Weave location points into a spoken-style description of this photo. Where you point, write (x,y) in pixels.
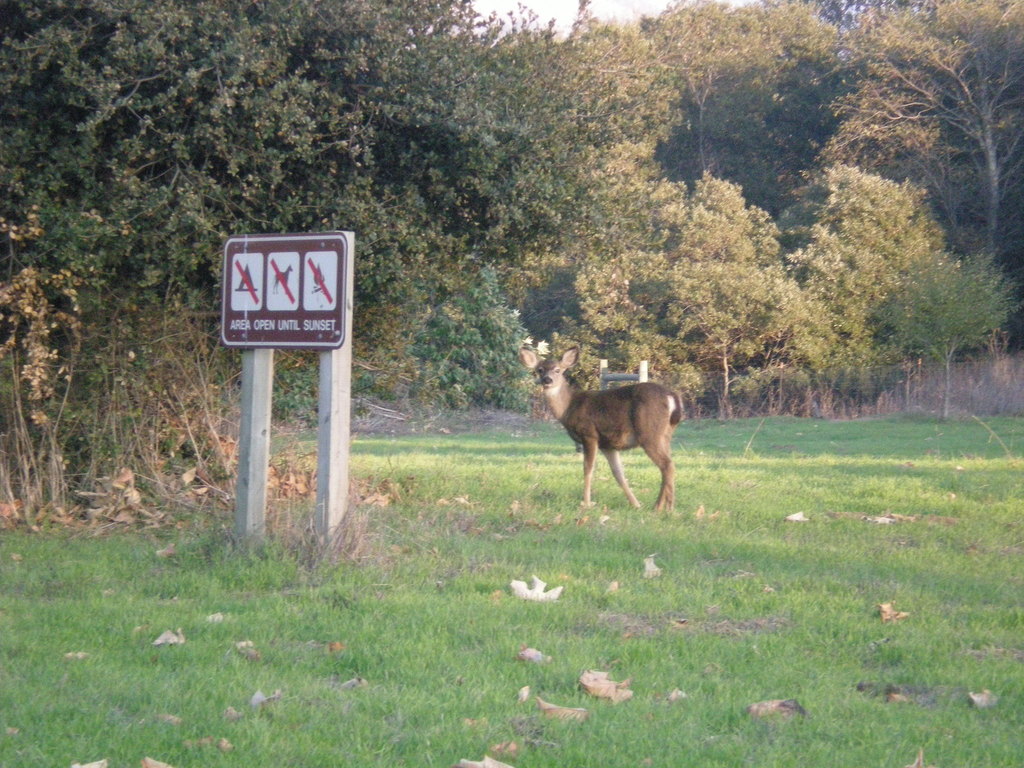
In this image we can see an animal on the grassy land (491,523). We can see a board (267,310) with text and images (275,309) and the board (281,317) is attached to the poles (257,365). Behind the board (250,325), we can see a group of trees (438,181). At the top (568,3) we can see the sky (604,2). At the bottom (262,695) we can see the dried leaves (315,473).
